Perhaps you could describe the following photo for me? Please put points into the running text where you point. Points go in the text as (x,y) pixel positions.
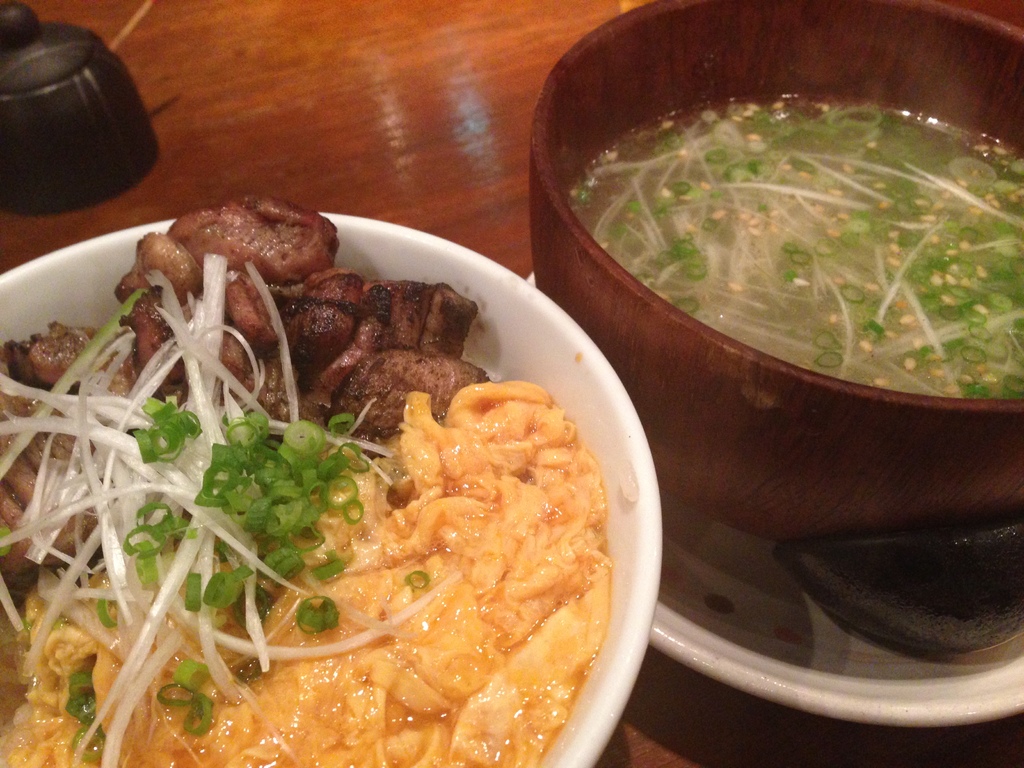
In this picture we can see some eatable item (400,455) is placed in a bowl (611,441), and also we can see soup bowl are placed on the table (274,180).
